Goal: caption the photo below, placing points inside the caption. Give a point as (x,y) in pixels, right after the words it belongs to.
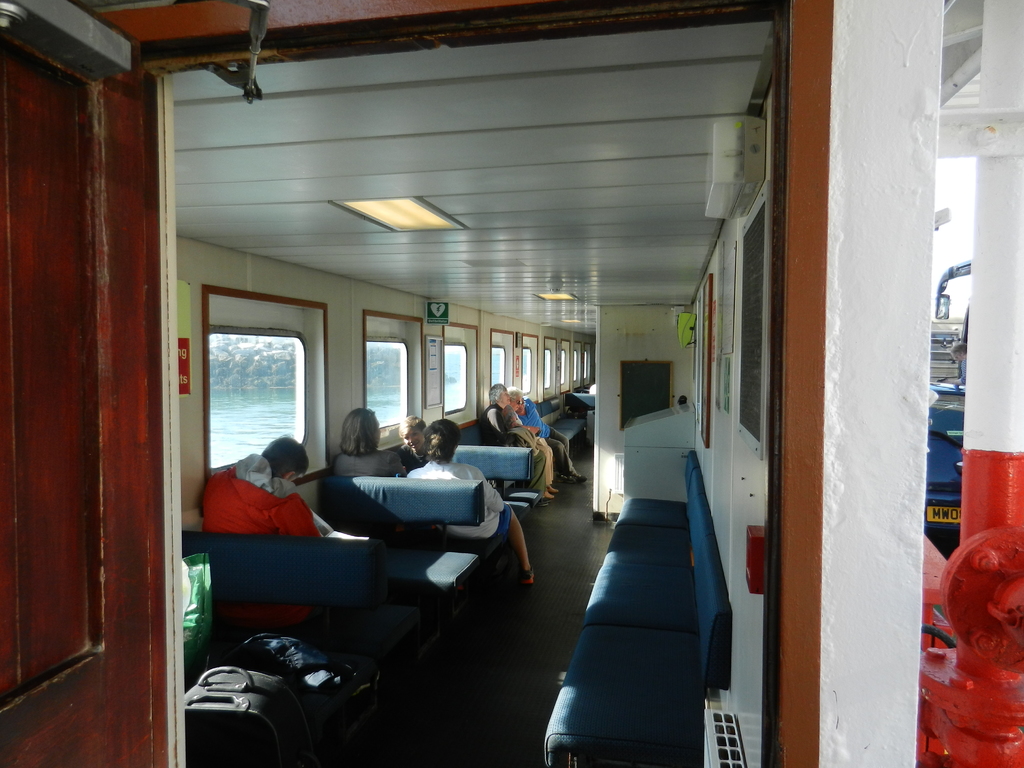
In this picture we can see a group of people (310,619) sitting and in the background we can see windows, from windows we can see water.
